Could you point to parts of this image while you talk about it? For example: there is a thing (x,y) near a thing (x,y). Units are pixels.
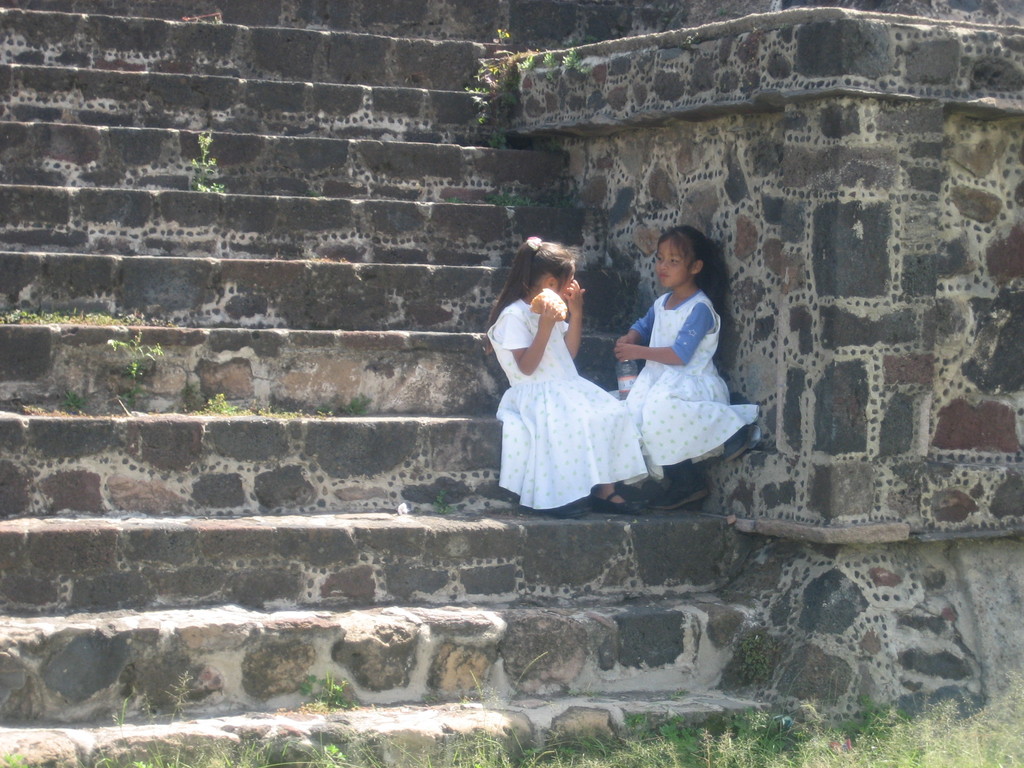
In this image I see 2 girls (640,347) who are sitting over here and I see that there is a bottle (632,382) over here and I see the steps (428,275) and I see the wall (805,211) over here and I see the plants (908,729).
